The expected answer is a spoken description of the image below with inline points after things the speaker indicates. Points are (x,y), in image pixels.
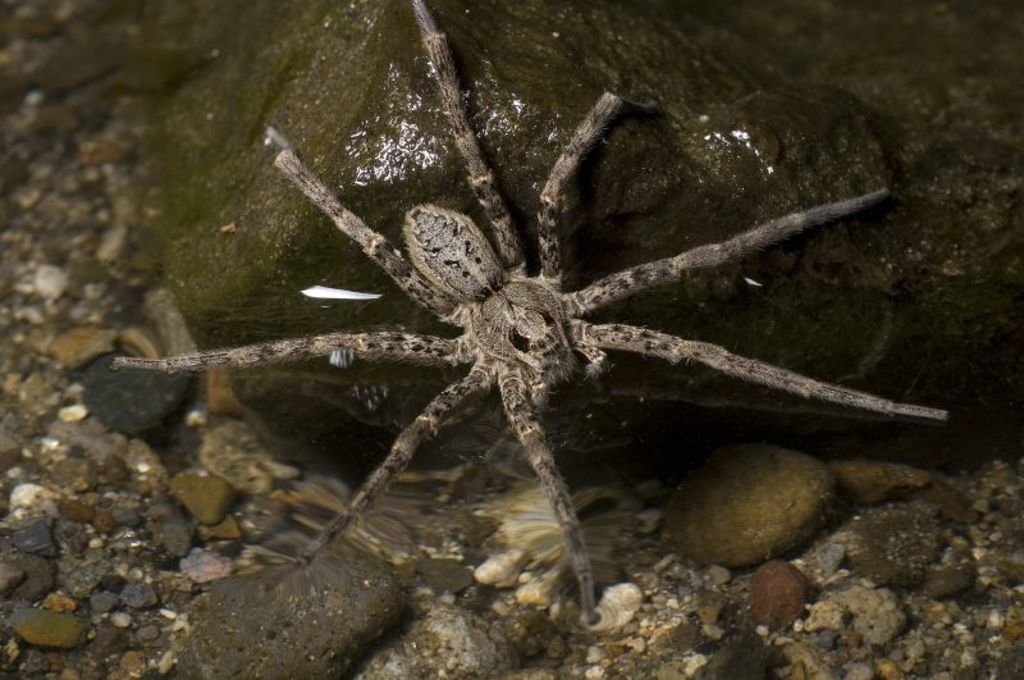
In this picture there is an insect (305,170) in the center of the image (540,355), on a rock (564,256) and there are pebbles (59,246) at the bottom side of the image (508,564).
